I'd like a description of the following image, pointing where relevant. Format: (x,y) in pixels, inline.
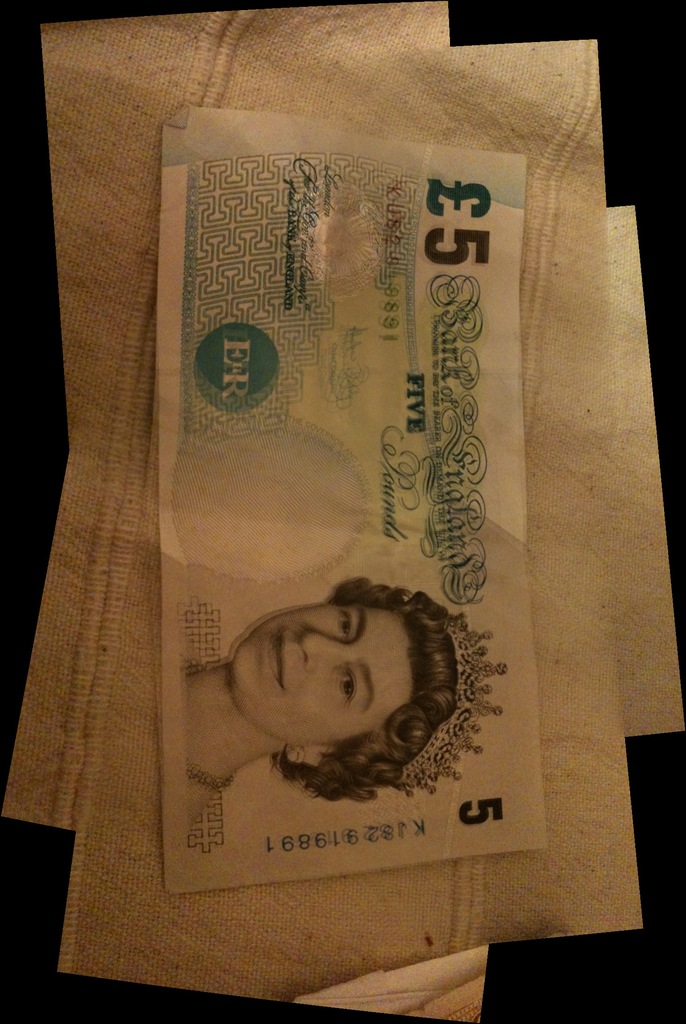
In this image, we can see some cloth (409,46) and a currency (214,559).
